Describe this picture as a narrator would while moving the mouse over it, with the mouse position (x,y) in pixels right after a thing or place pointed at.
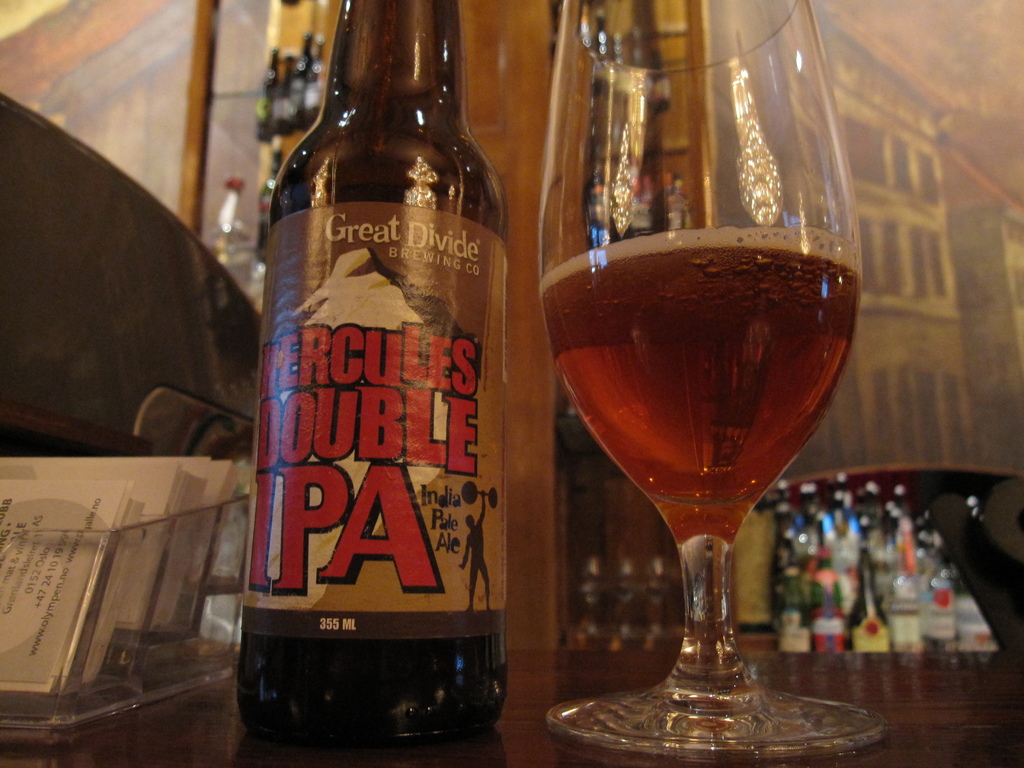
As we can see in the image there are cards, bottle (504,392), and glass (693,481) on table (212,748).
